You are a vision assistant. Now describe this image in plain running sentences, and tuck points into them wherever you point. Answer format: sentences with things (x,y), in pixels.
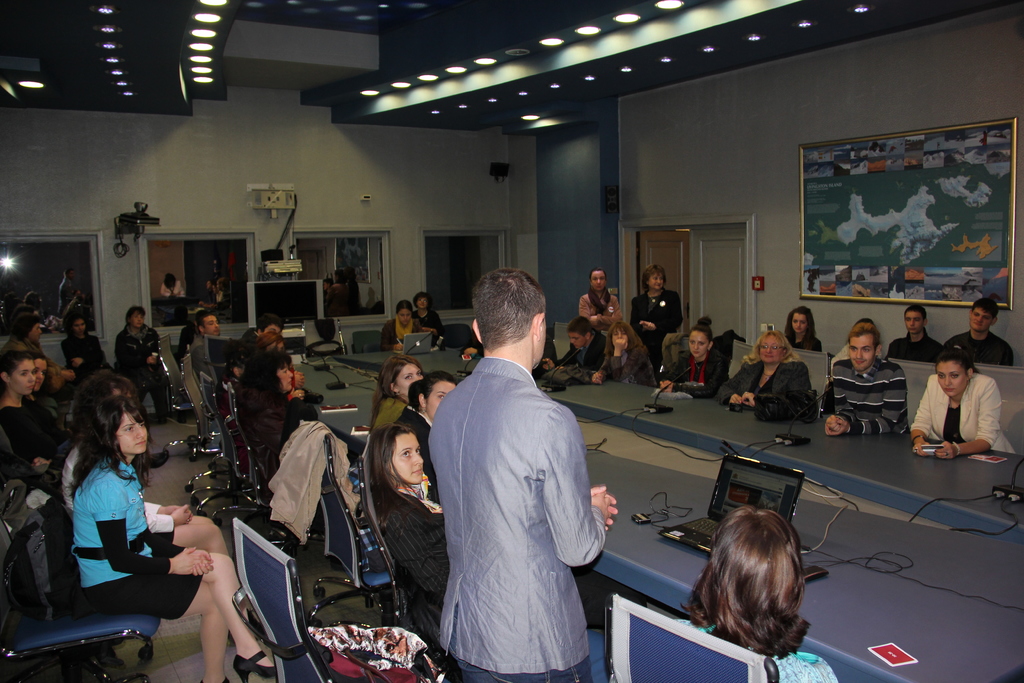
This picture describes about group of people (494,483), few are standing and few are sitting on the chairs (331,455), in front of them we can see microphones (648,411) and laptops (766,498) on the table (650,492), in the background (809,263) we can find few lights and a frame (851,192) on the wall (900,105).
